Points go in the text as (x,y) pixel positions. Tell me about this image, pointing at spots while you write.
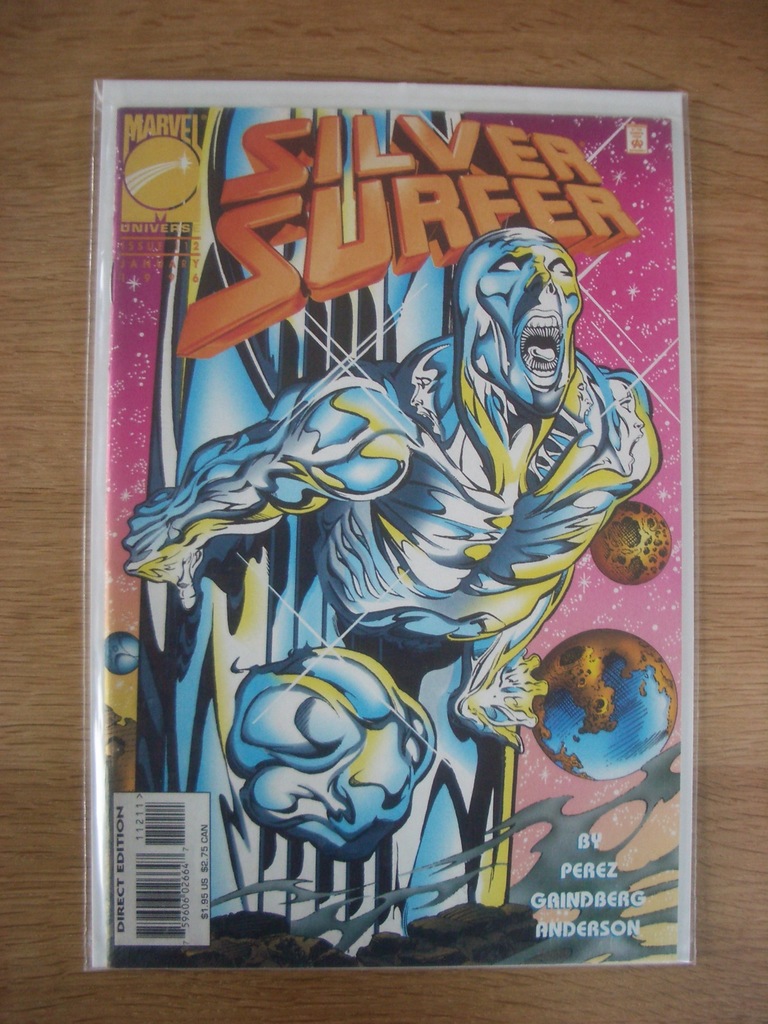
The picture consists of a poster (122,189) sticked to a wooden object (452,993). In the poster (436,485) we can see text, human depiction (473,571), barcode (159,879), sky (673,269) and various other objects (333,867).
